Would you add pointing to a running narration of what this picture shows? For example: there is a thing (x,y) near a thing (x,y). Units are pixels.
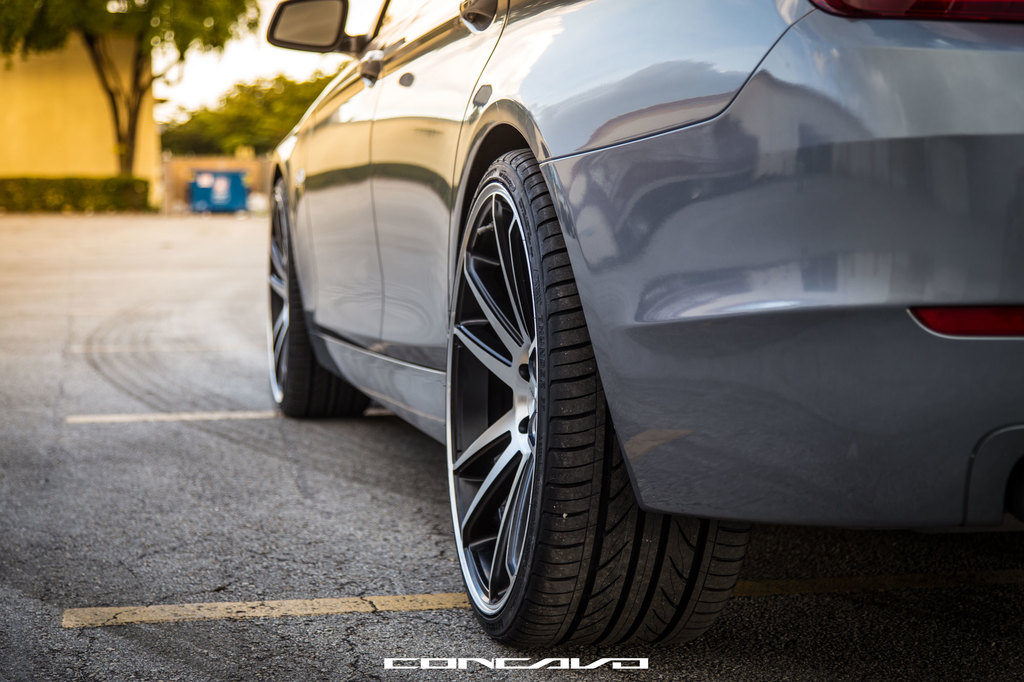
In this image there is a car (625,383) on a road (176,327), in the background (261,98) there are trees (261,98) and it is blurred, at the bottom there is text (464,666).
